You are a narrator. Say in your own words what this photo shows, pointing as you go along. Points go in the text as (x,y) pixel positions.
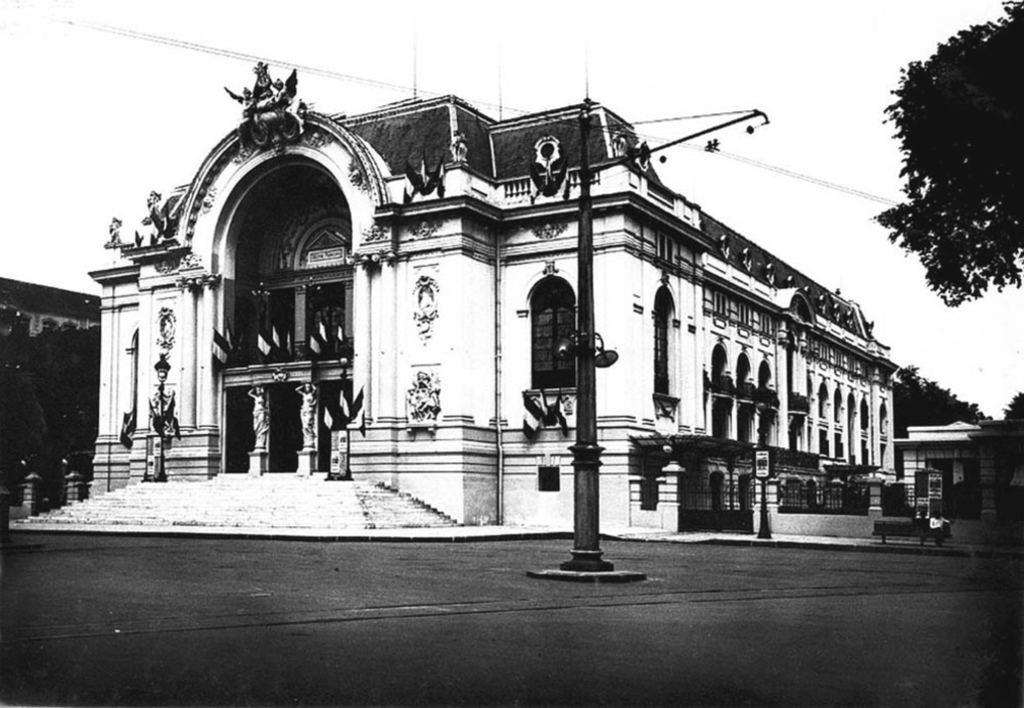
This image is taken outdoors. This image is a black and white image. At the bottom of the image (268,596) there is a floor (317,593). At the top of the image (347,89) there is the sky (829,229). In the background (73,325) there is a building (64,310) and there are a few trees (40,448). On the right side of the image (988,422) there is a tree (971,66) and there is a house (945,489). There is a railing (836,501). There is an empty bench (899,528) on the sidewalk (862,539). In the middle of the image (634,339) there is a building (651,287) with walls (692,347), windows (659,363), pillars (688,373), railings (756,401), balconies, roofs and carvings (237,138) on it. There are a few sculptures (260,129) on the walls (516,417). There are a few statues (314,420) and there are a few flags (346,415). There is a pole (587,378) with a street light (570,353). There are a few stairs (301,491).
